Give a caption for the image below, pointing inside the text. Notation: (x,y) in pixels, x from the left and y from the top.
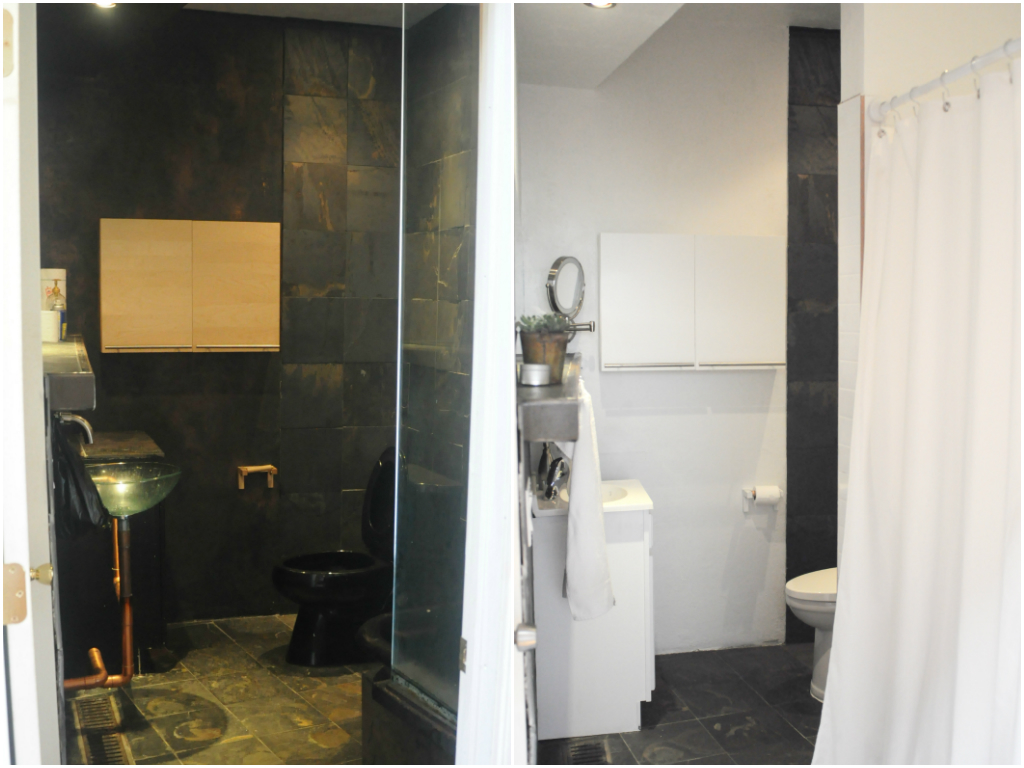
In this image we can see a wash basin (119,509), a tap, a toilet seat (345,595), a door (27,77) and a light (104,2) to the ceiling (332,16) on the left side of the image (330,548) and on the right side of the image (757,489) we can see a wash basin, a shelf (534,418) with a potted plant (559,372), a mirror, a toilet paper (766,499), a toilet seat (831,602), a curtain (946,183) to the rod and the light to the ceiling (621,16).
